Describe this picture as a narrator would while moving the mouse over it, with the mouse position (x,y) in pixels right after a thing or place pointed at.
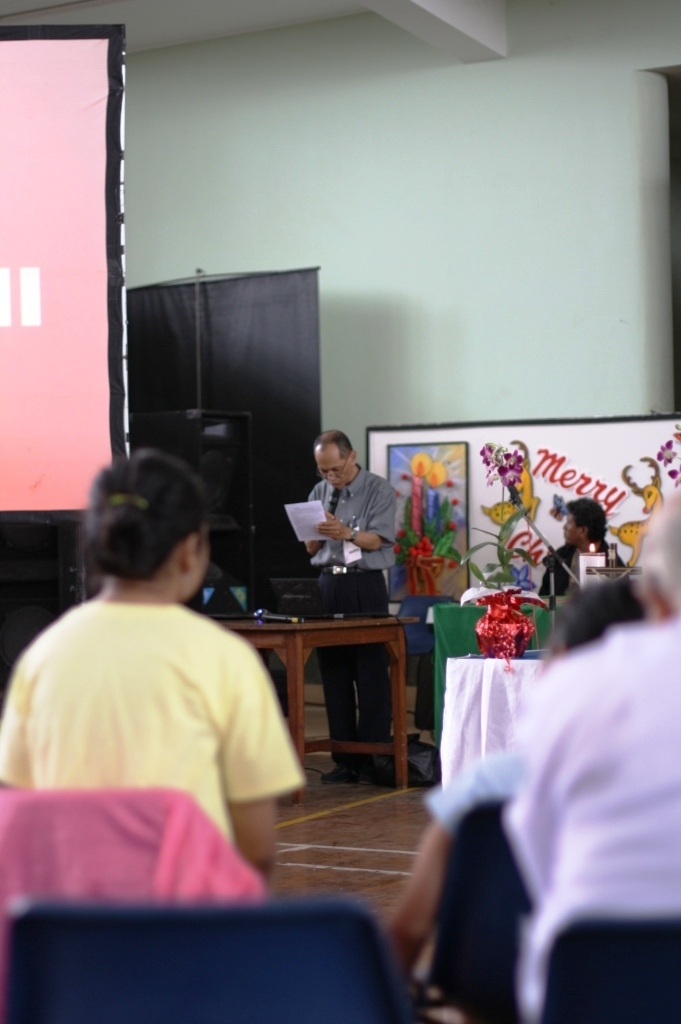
This is screen (51,371), this person (356,593) is standing and reading paper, this is table (338,638), this person (511,775) is sitting on the chair (515,896) and in background (476,305) there is wall (460,295).
